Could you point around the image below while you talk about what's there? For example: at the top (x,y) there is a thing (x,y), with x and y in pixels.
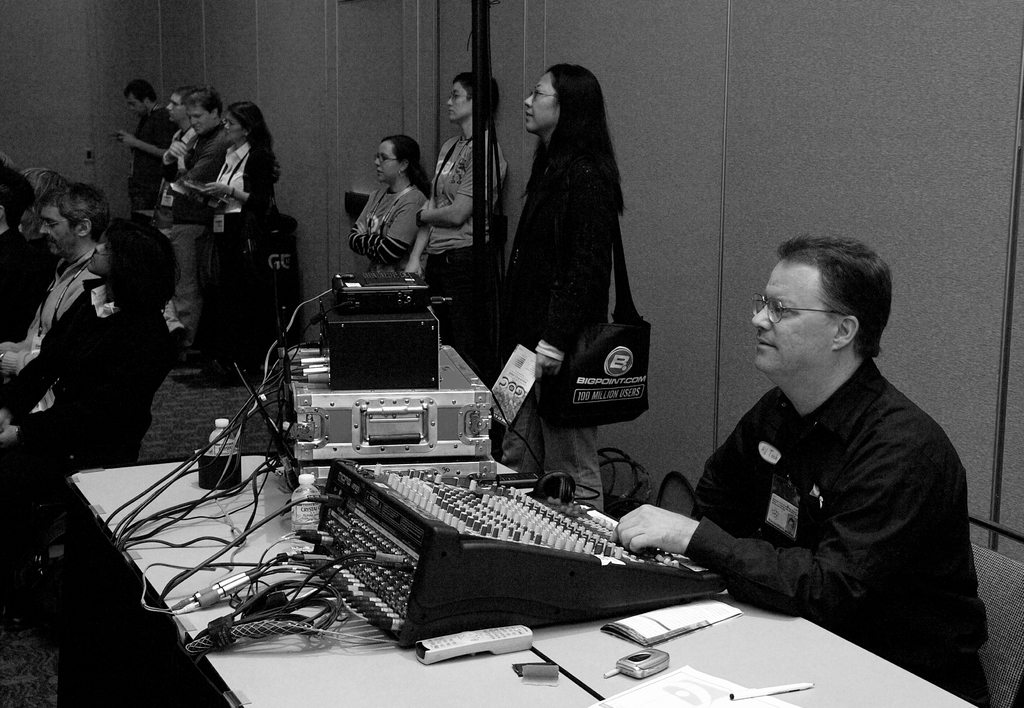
This is a black and white image where we can see this person (907,500) wearing shirt (822,484) and spectacles (771,312) is sitting at the table (846,693) where few electronic devices (463,390), remote controller (442,646), bottles (231,447), mobile phone (633,674) and a pen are kept. In the background (56,300), we can see these people (126,436) are sitting on the chairs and these people (446,224) are standing near the wall (619,155). Here we can see the stand (481,10).
